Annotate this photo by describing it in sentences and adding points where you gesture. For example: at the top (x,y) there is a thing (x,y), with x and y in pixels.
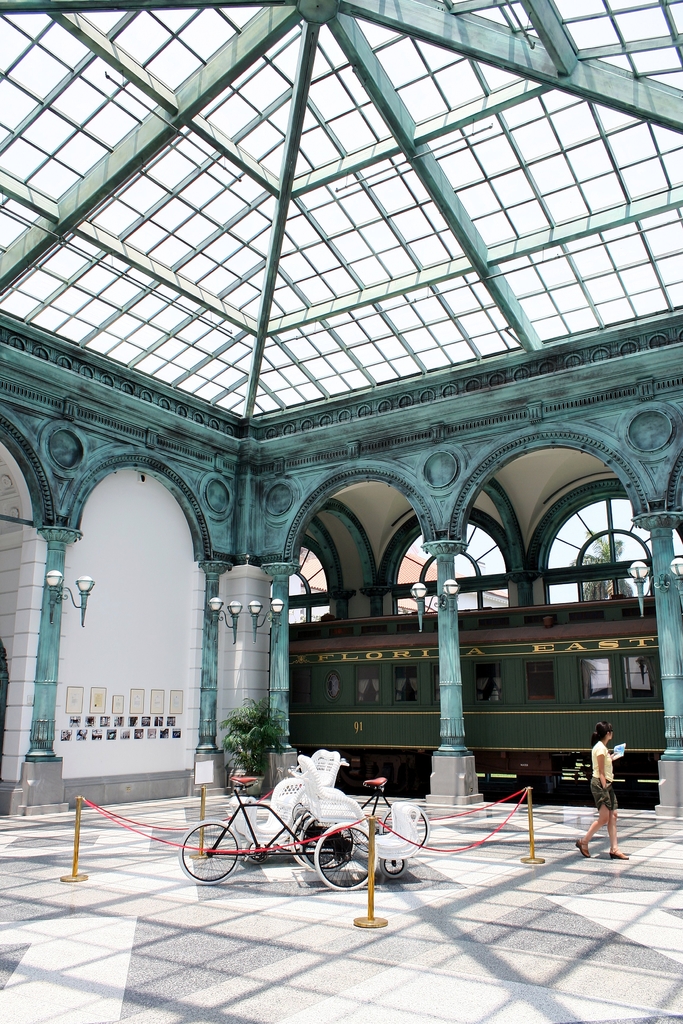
At the bottom of this image (253,960), there is a floor (304,987), on which there are bicycles (323,857) parked. Around them, there is a fence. On the right side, there is a person (611,803) walking. In the background (447,739), there are lights (88,581) attached to the pillars (668,641), there are windows (640,540) and other objects (394,689).
